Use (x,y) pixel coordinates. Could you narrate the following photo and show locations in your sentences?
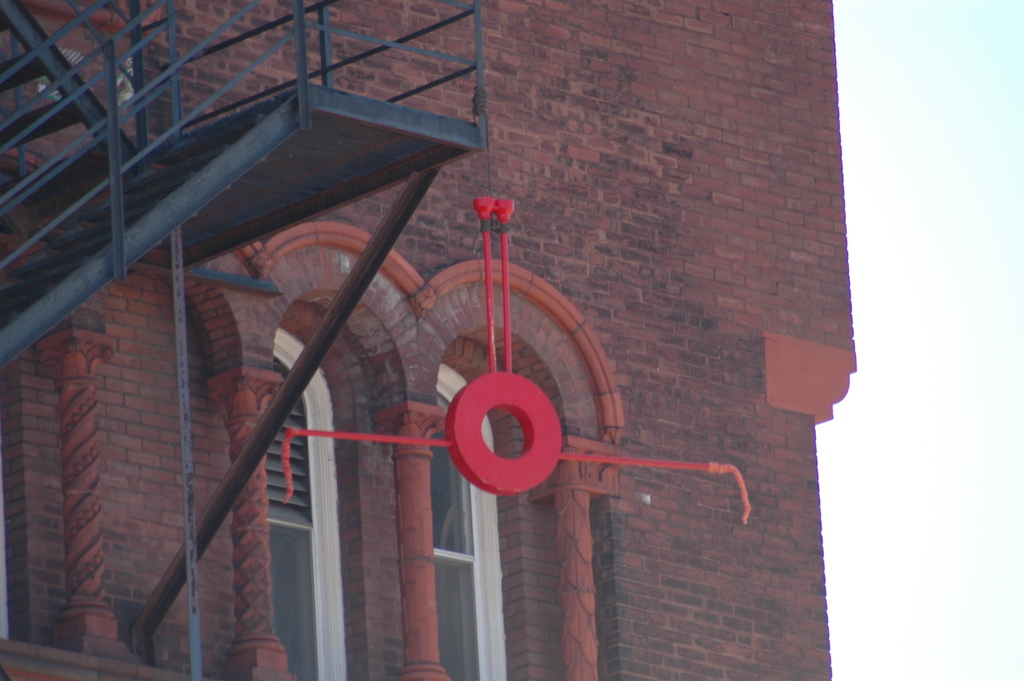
In this image I can see there is a building (519,300) and stairs (320,195). And there is an object (554,429) tied to the stairs (271,197). And at the side there is a sky (900,278).
